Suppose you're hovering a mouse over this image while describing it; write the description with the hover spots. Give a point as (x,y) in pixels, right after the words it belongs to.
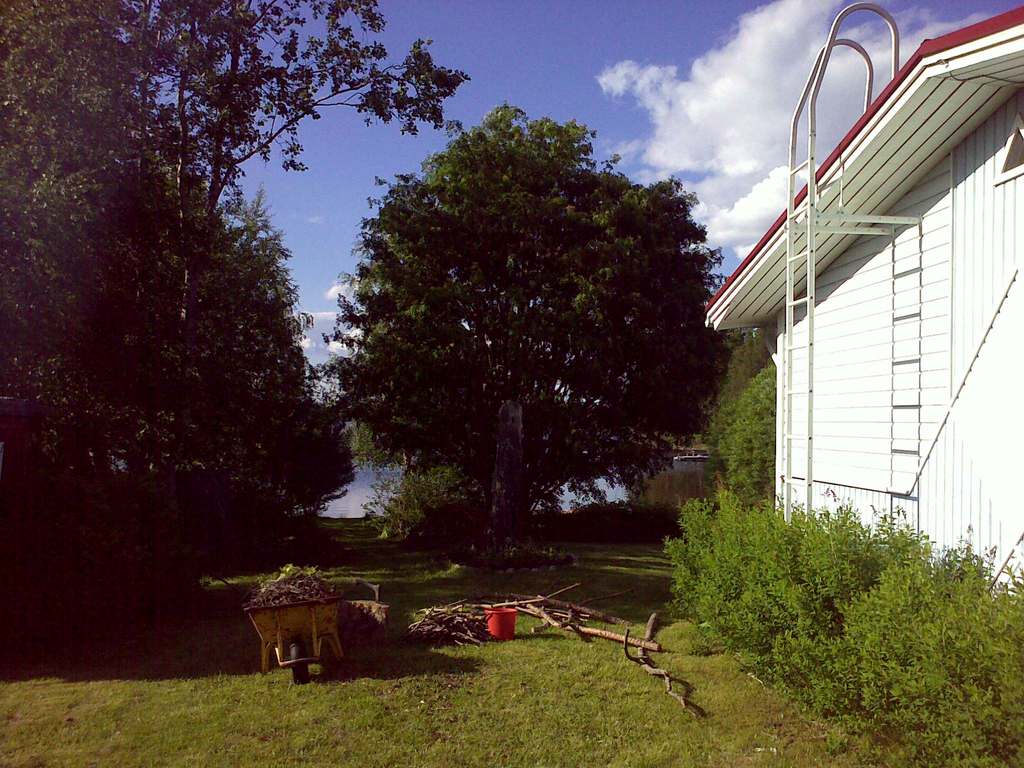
In this picture we can see a bucket (506,627), some wooden objects (455,639) and carts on the grass (370,659). There is a ladder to the house (726,311) on the right side (813,150). Sky (775,198) is blue in color and cloudy.
